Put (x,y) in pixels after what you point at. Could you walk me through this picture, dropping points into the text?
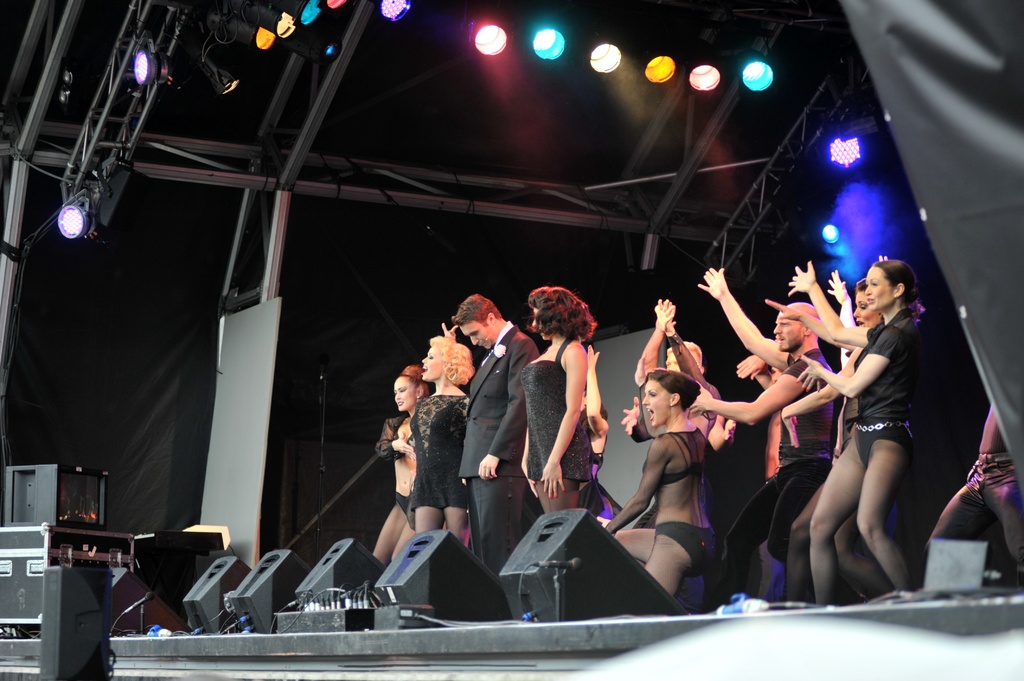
In this image there are group of persons (784,416) dancing, there is a woman (572,383) standing, there is a man (505,423) standing, there are objects (440,582) on the stage (386,641), there is a stand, there is a microphone (564,560), there are wires (517,620), there are objects (46,535) towards the left of the image (21,502), there is a cloth (197,369) towards the left of the image (192,391), there is an object (55,584) towards the left of the image (262,404), there are lights (245,5).
